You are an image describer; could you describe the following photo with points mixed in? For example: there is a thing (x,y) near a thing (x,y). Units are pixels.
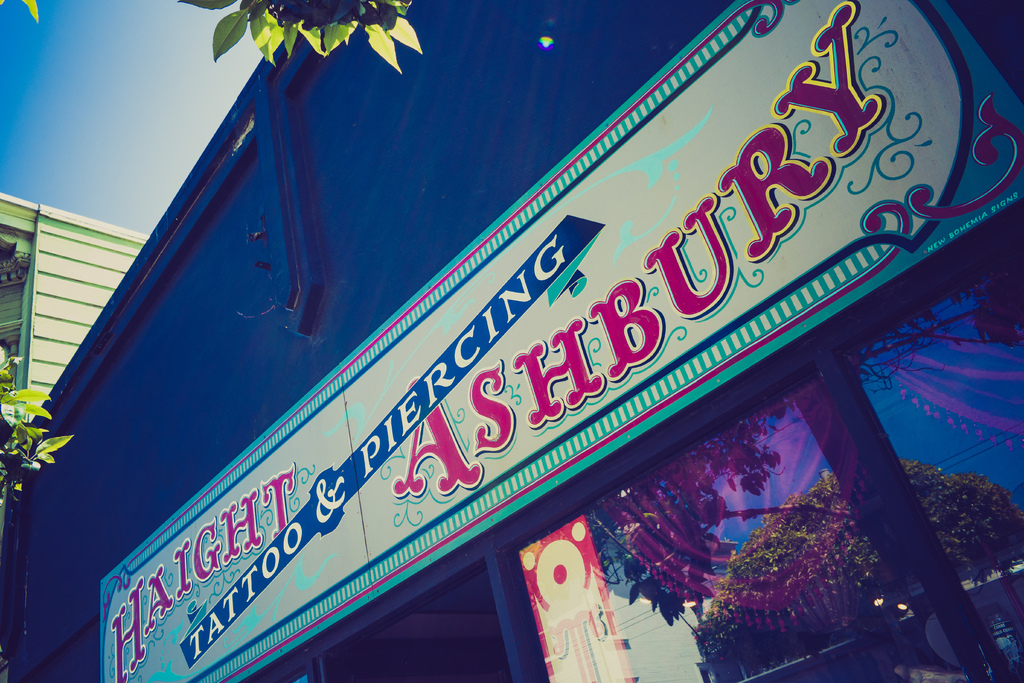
At the top (135,111) there is a sky (121,128). Here we can see green leaves (407,37). Here we can see there is something written. On the glass (838,576) we can see the reflection (990,565) of a tree (973,552) and wires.
